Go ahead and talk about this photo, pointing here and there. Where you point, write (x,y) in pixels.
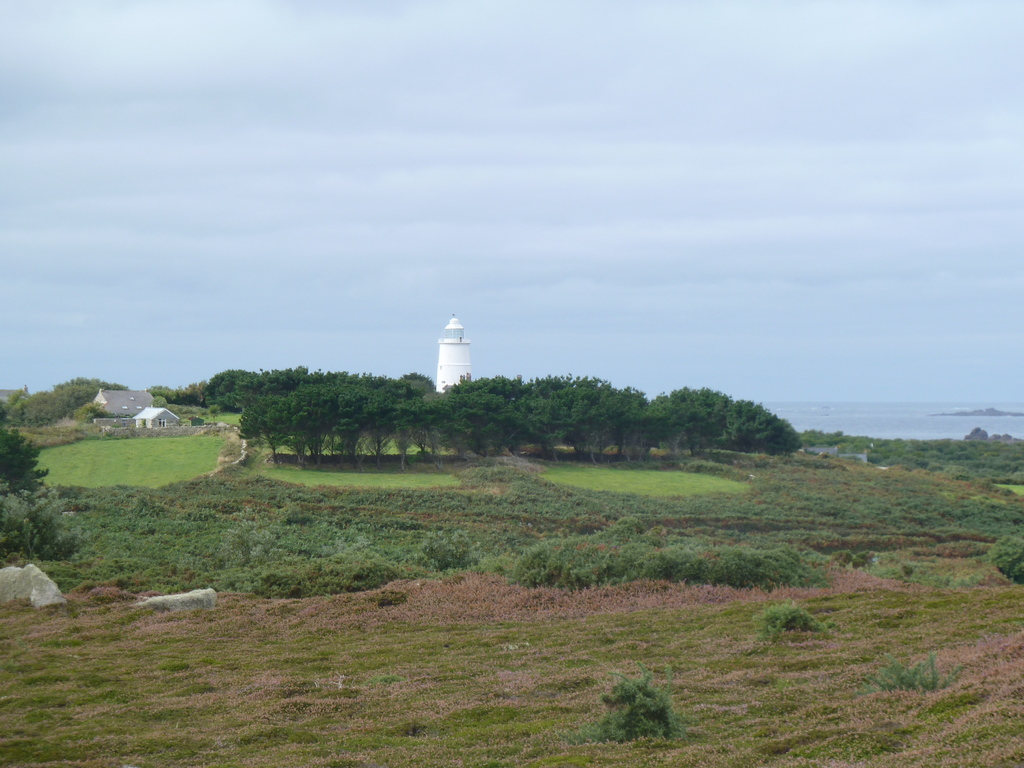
In the background (458,88) we can see the sky (735,100), tower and houses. In this picture we can see the trees (358,408), plants (636,693), rocks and grass (188,631).
